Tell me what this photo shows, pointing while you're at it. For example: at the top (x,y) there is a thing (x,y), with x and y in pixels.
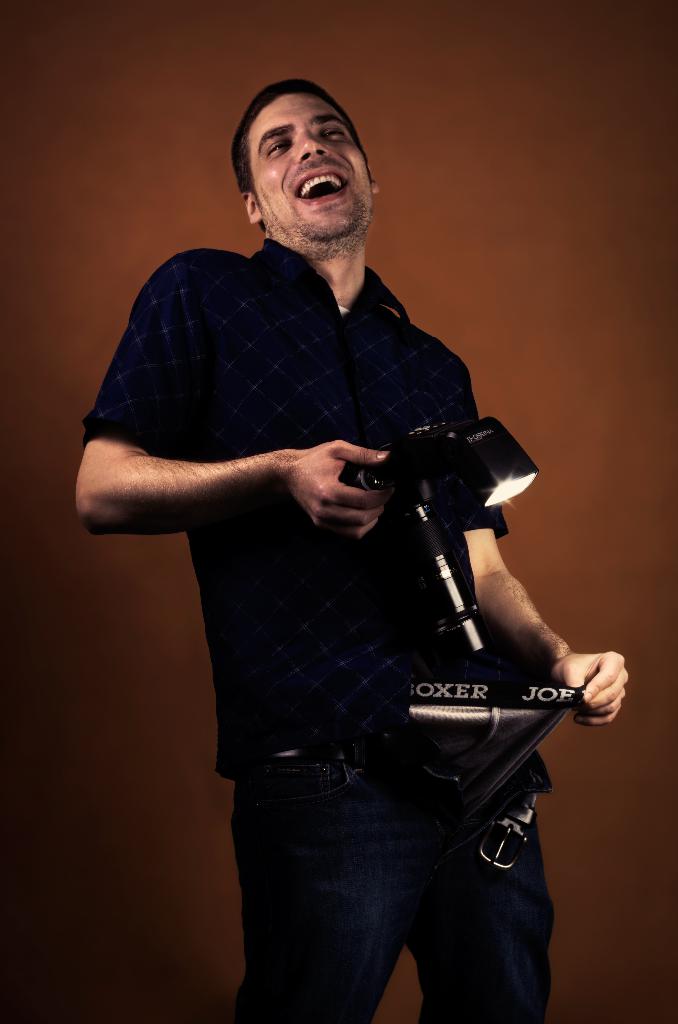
In this image there is a man (477,655) holding camera (455,654) in his hands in the background (150,736) there is a wall (653,605).
